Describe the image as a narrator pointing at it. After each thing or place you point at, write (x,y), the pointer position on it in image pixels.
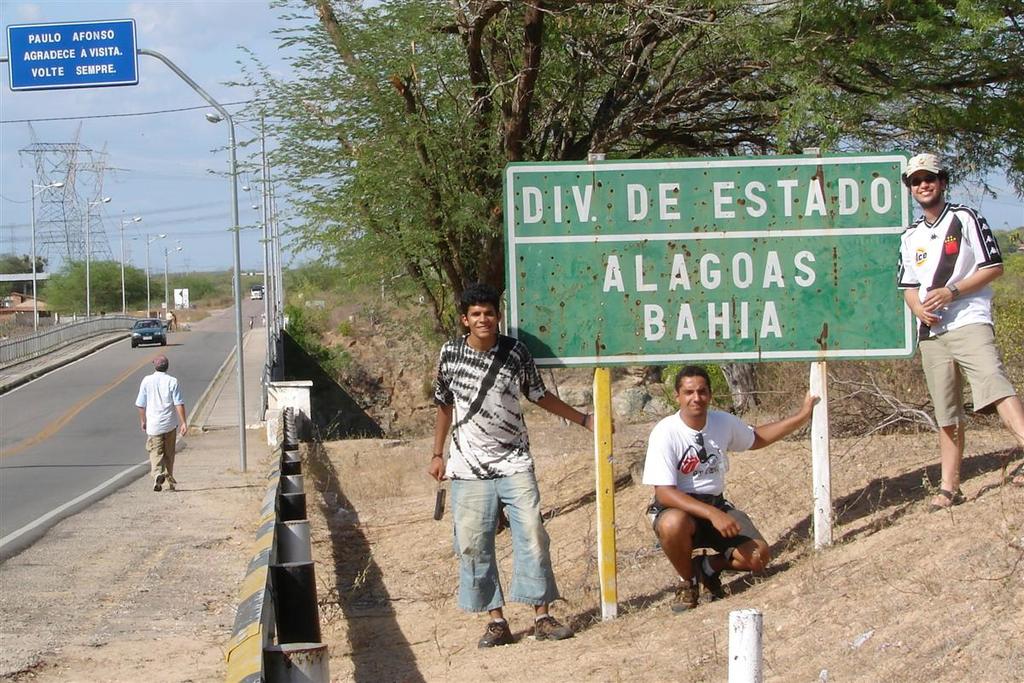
This is a sign board (745,252) in the right side (707,288), few men (978,235) are standing and smiling behind them there are trees (581,125). In the left side (173,445) a man (167,460) is walking on the footpath (152,502), this is the road (101,443).
